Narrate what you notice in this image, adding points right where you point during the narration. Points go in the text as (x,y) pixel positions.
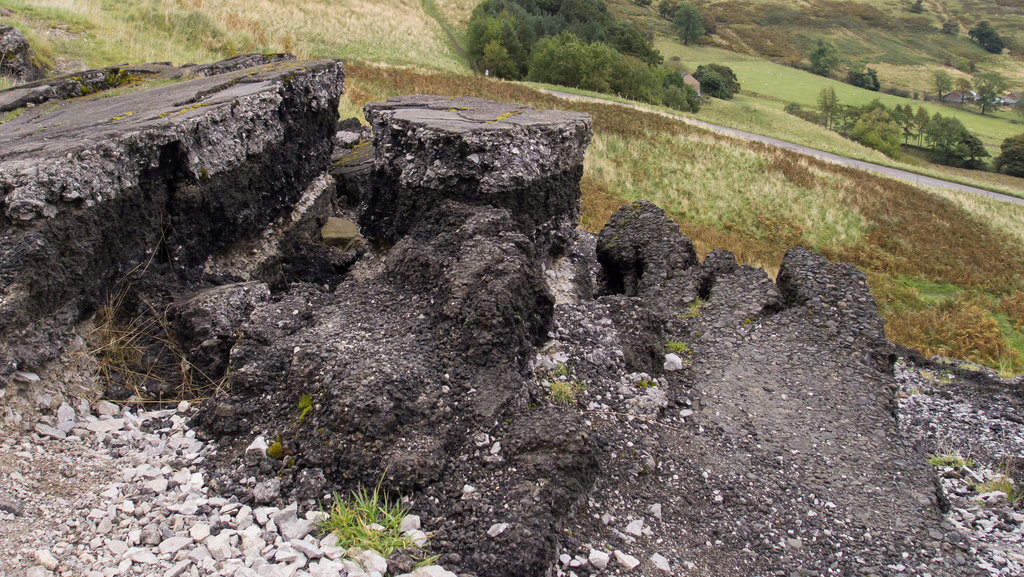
In this picture there is a broken road (258,258) and there is a greenery ground (696,141) beside it and there are few trees (579,43) in the background (621,57).
